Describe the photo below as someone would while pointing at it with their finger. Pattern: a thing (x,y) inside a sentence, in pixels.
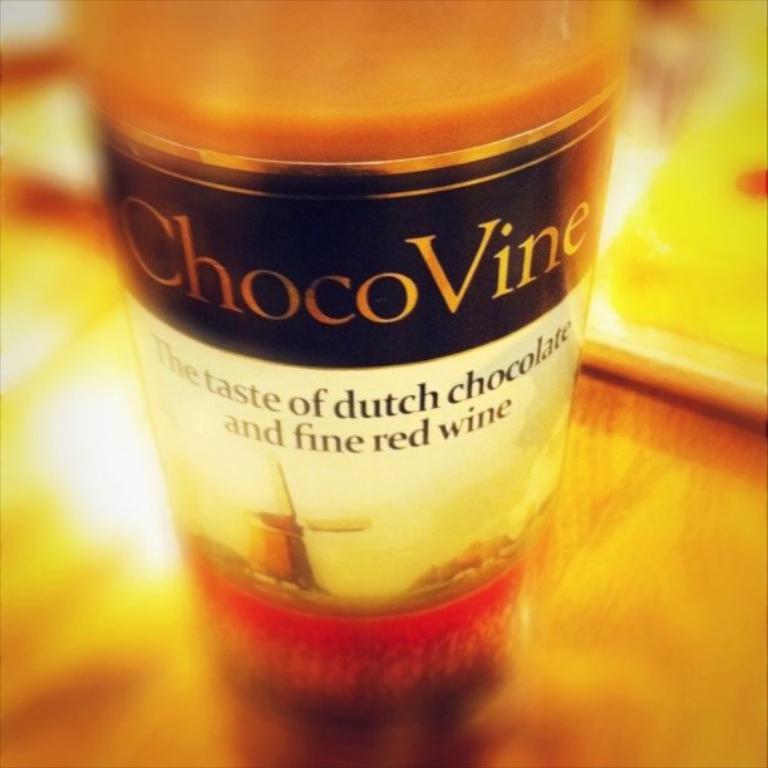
This picture is mainly highlighted with a ChocoVine bottle (307,423) on the table (566,544).
